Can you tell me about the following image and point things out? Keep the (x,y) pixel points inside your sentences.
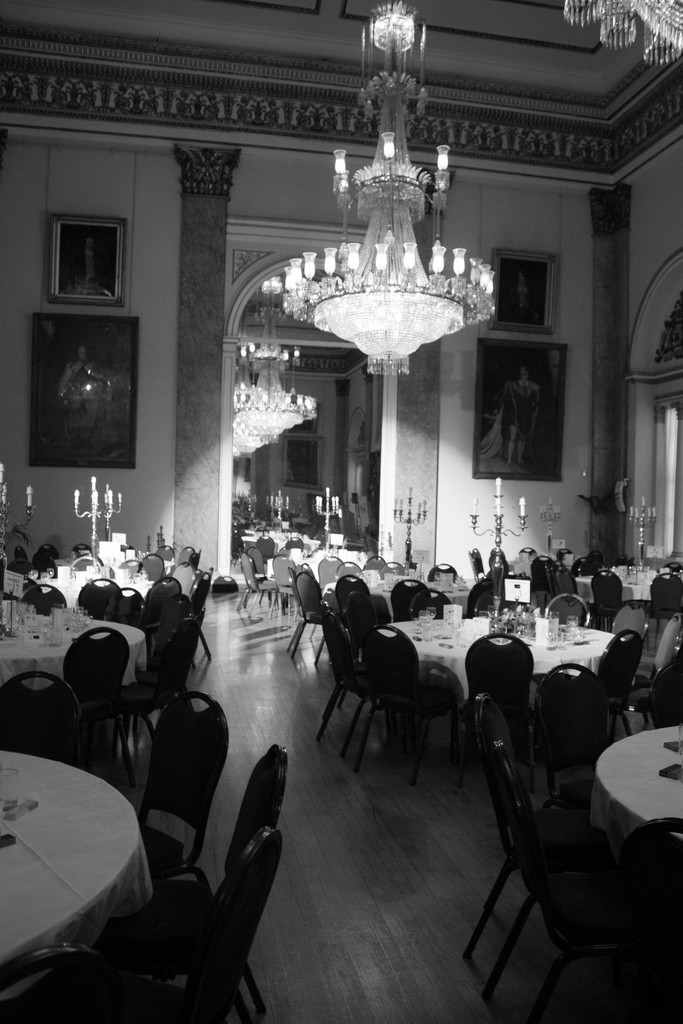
This is a black and white image and here we can see glasses (74,619) and some other objects (537,635) on the tables (91,878) and there are chairs (530,898), stands (490,528), frames (131,353) on the wall (535,518), a mirror (308,410) and at the top (382,284), there is light (382,235) and roof (471,39). At the bottom (342,902), there is floor (342,902).
